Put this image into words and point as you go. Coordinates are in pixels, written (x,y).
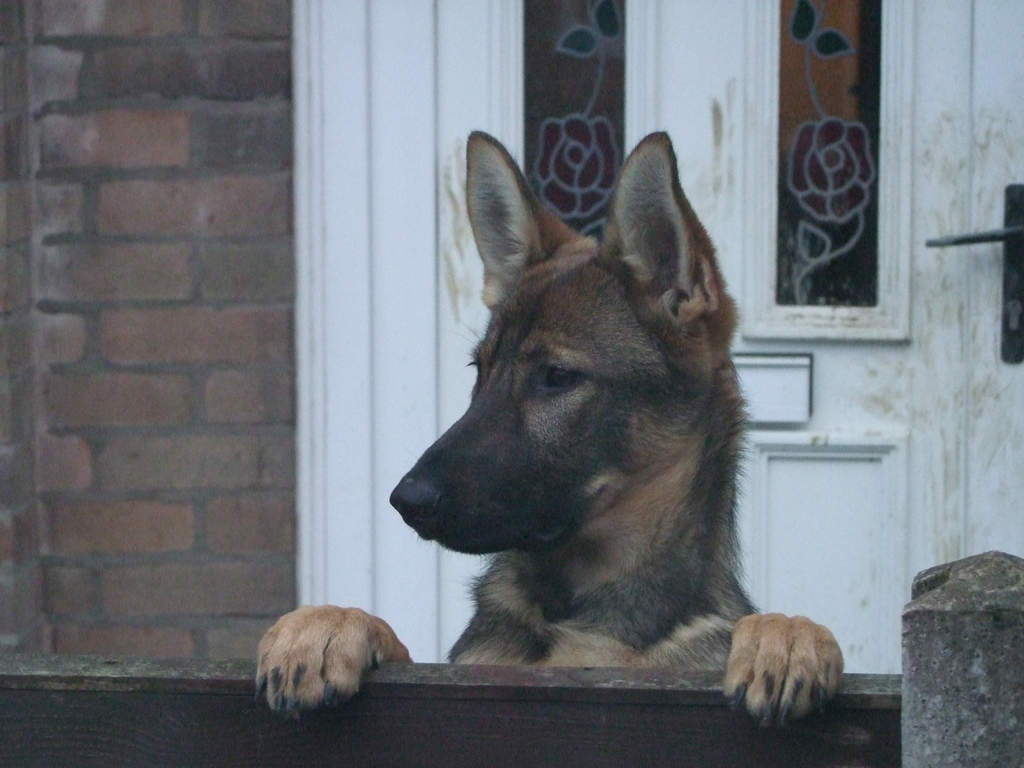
In this picture we can observe a dog (357,641) which is in black and brown color. This is a German shepherd (529,521). In the background (225,198) there is a wall (143,342) and a white color door (569,206).
